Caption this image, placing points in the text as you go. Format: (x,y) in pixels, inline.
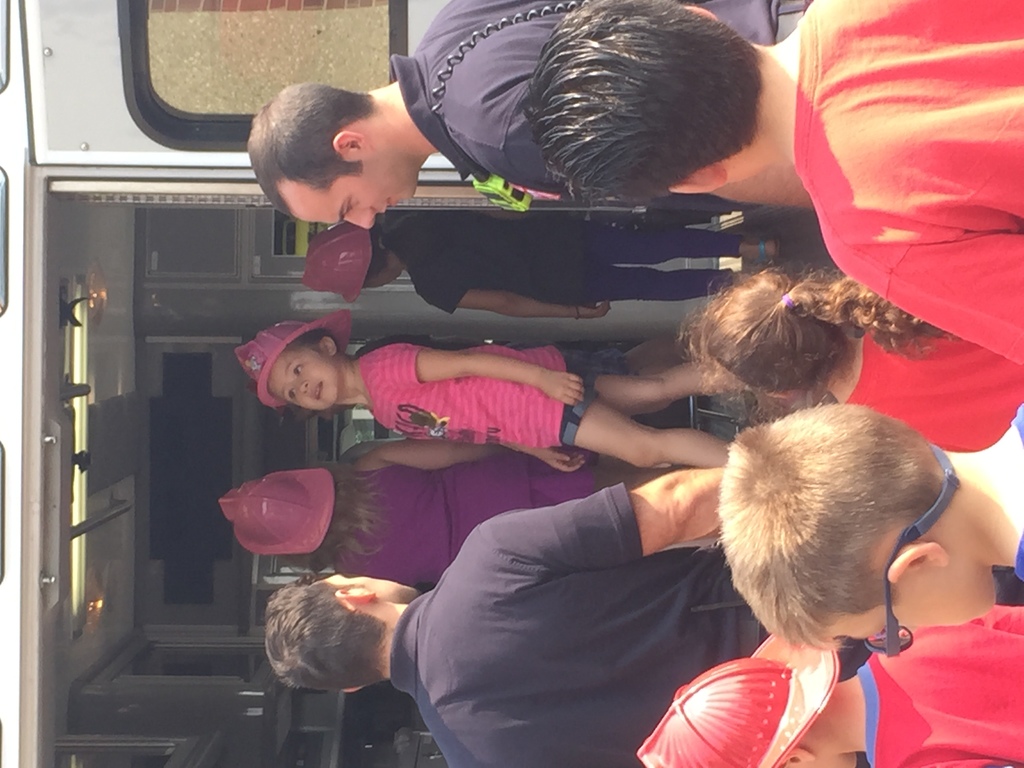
In this image we can see two men (622,576) and children (907,684). On the left side of the image (147,305), it seems like vehicle (115,563). In the vehicle (303,421), we can see three girls (480,277).
